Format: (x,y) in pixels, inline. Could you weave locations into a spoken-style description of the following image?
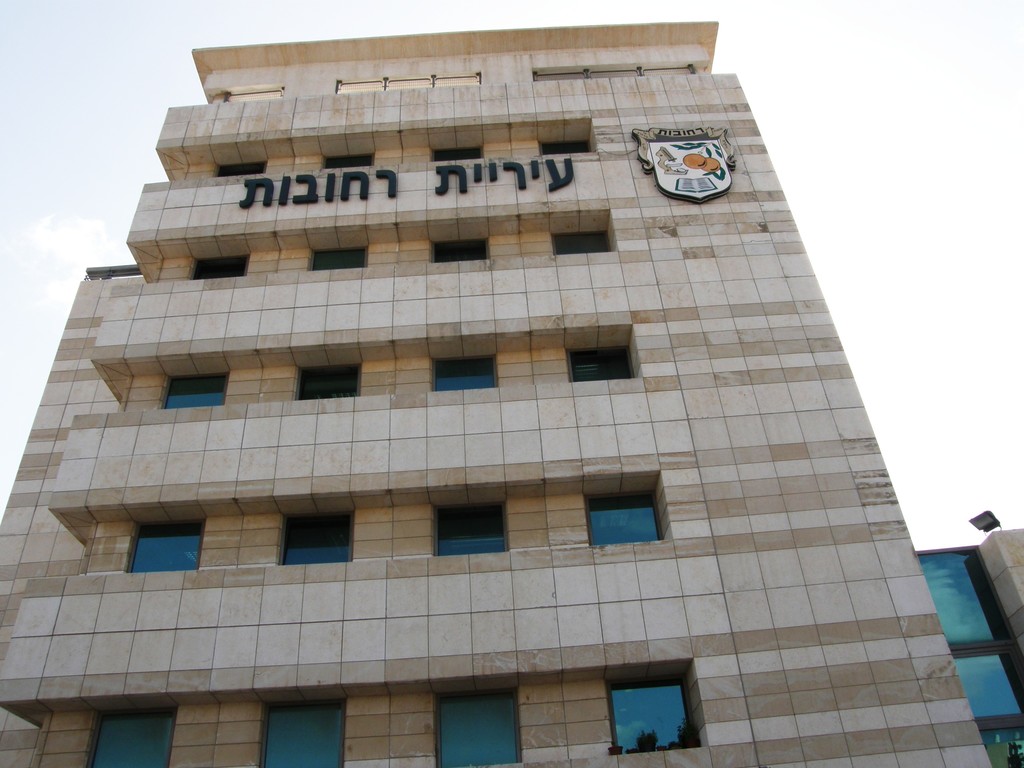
In this image we can see a building (621,528) with windows (327,254), text (551,188) and a logo (688,176). In the background (1002,526), we can see a light (986,526) and the sky (873,151).
